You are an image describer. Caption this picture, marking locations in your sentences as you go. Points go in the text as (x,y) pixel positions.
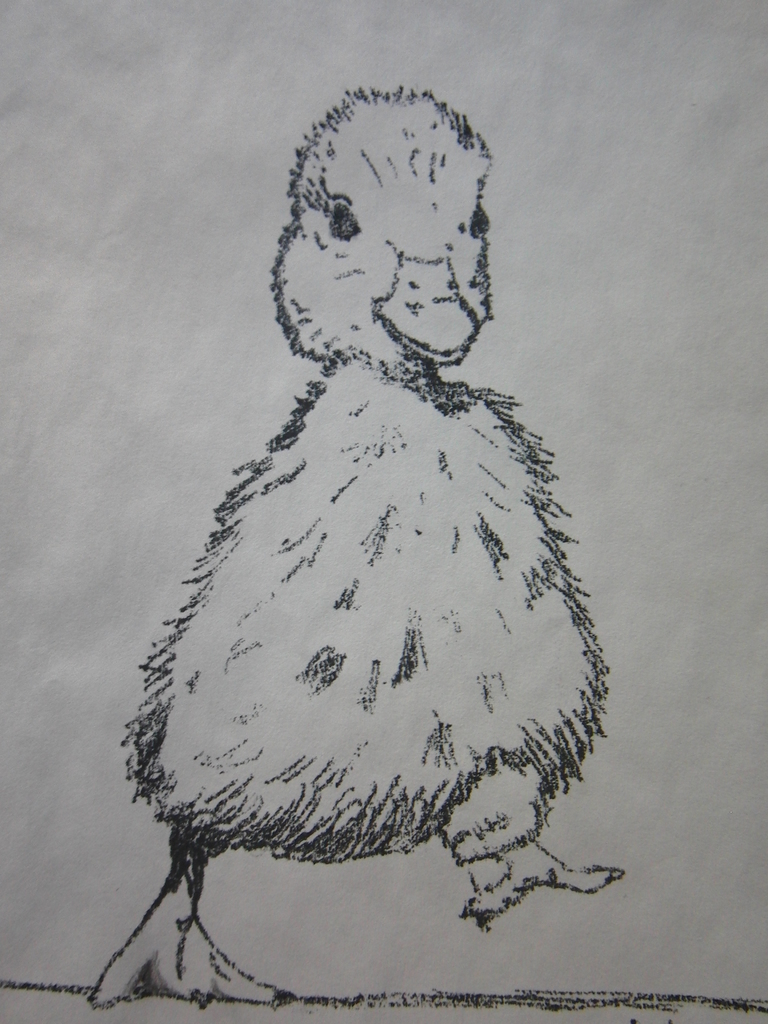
In the image we can see the drawing (327,513) of an animal (229,563) on the white paper (128,632).
